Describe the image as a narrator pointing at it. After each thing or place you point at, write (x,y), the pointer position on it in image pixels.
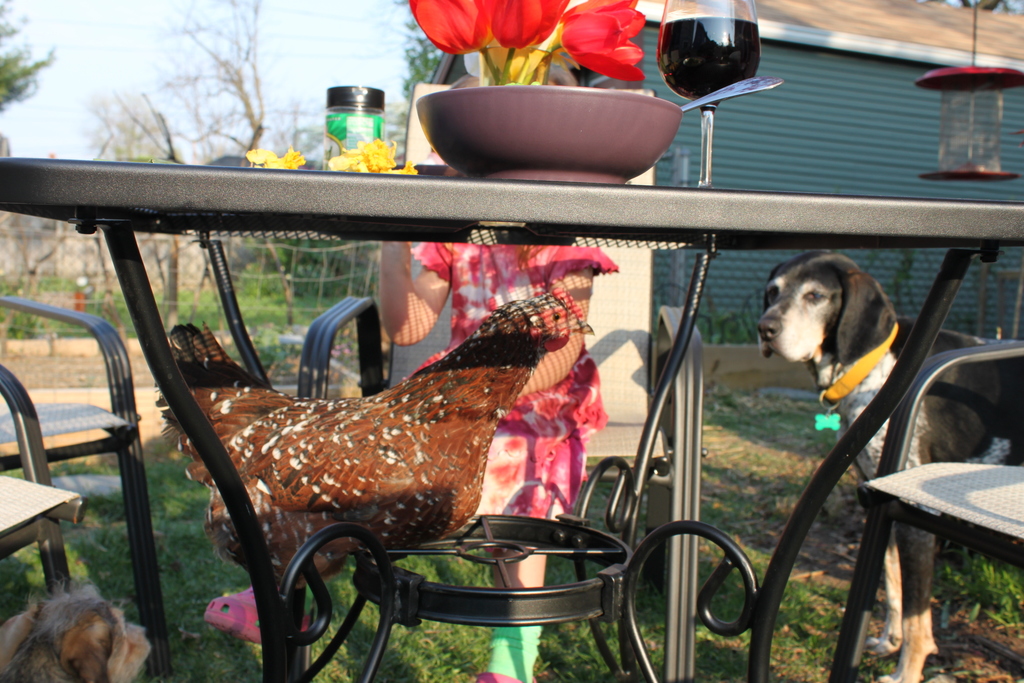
We can see a hen (356,458), dog (790,340) on the grass (707,674). Here we can see a bowl (606,114), jar (377,133), flowers (388,158), spoon (759,87) on the table (614,211). At the top (258,46) we can see sky (268,41). this is a bare tree (246,78). We can see tree (3,87) here. This is a house (808,158). We can see one girl (545,273) near to the table (571,237). We can see chairs (434,343) here.
